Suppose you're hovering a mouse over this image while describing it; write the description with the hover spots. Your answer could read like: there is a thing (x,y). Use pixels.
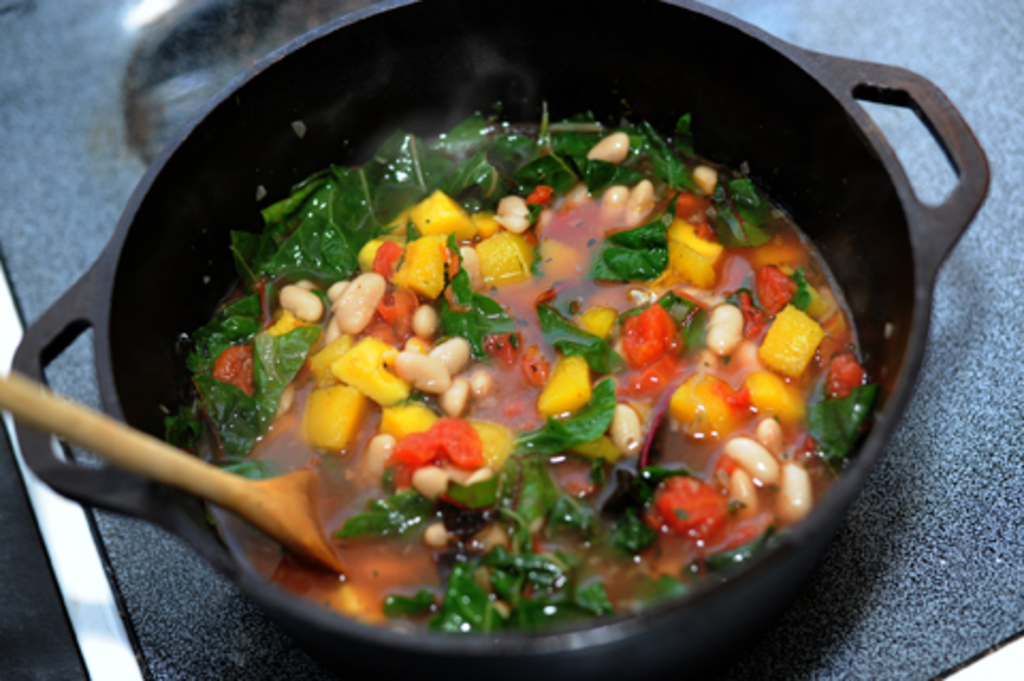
In this image, there is vegetable soup (326,412) along with a spoon (256,486) in a black bowl (869,311) which is on the blue surface (943,493).
